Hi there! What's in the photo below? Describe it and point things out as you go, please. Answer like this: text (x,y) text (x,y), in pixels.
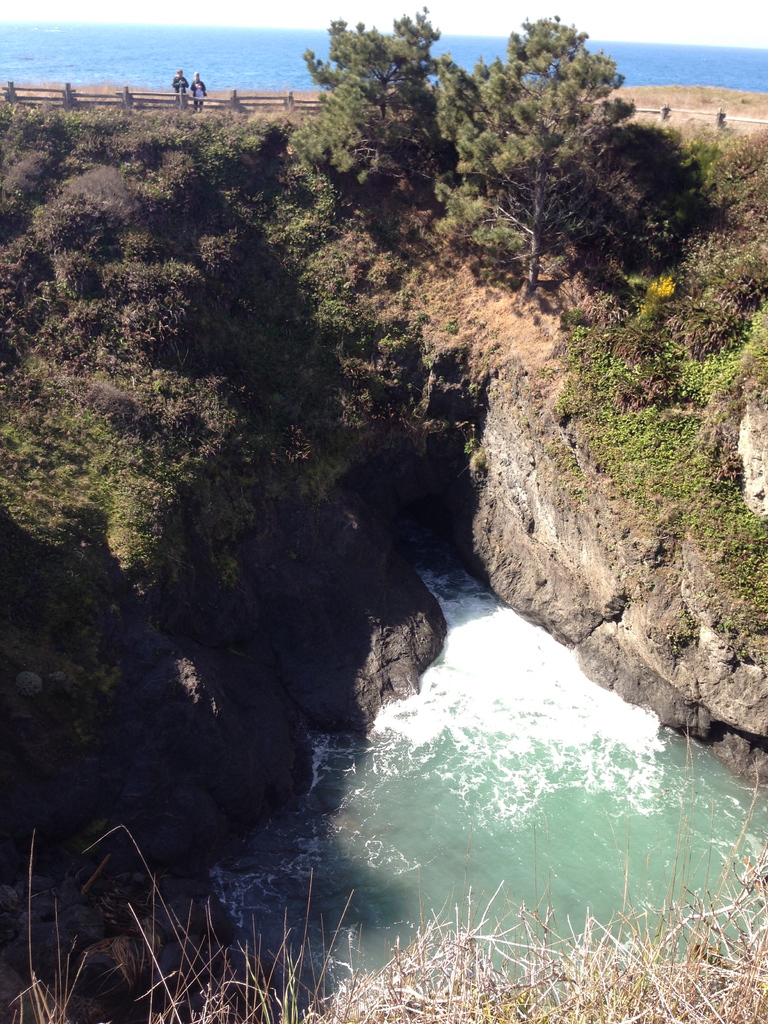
In this image I can see there is a mountain (247,170) and there are two people (193,92) standing at the wooden fence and there are trees (399,43) and there is some water (311,988), there is an ocean (173,57) in the backdrop (157,80) and the sky (697,28) is clear.
